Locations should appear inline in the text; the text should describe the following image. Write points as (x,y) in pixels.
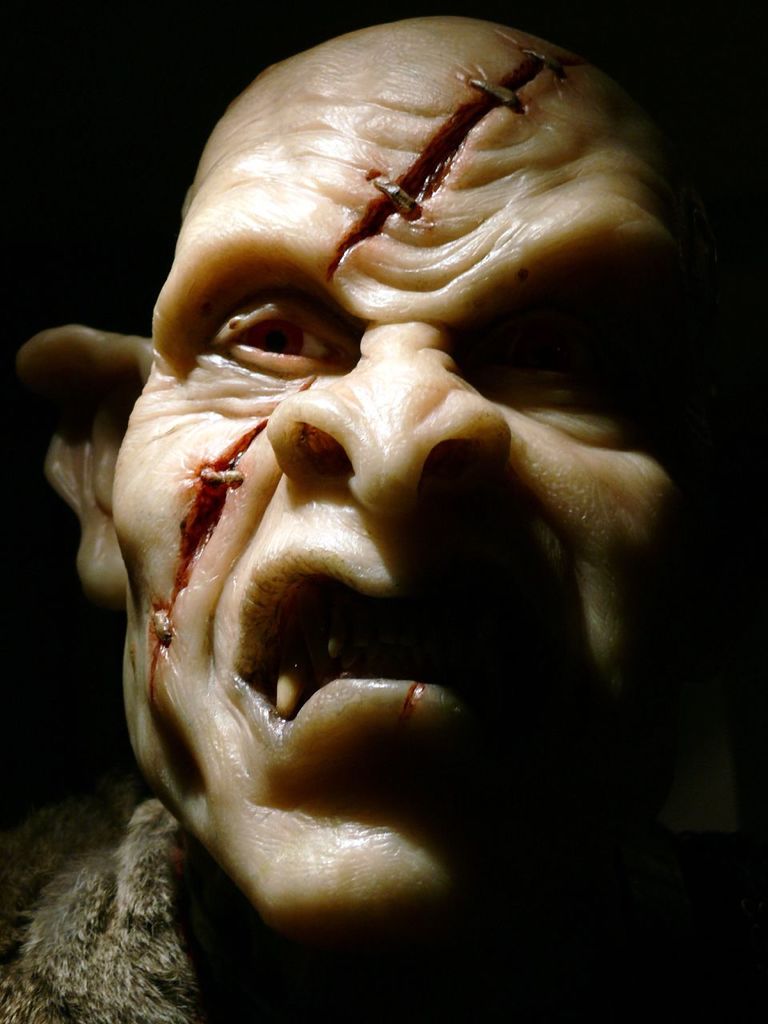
In this image I can see a mask like thing (284,194) in the front (217,534). I can also see black colour in the background (651,66).
